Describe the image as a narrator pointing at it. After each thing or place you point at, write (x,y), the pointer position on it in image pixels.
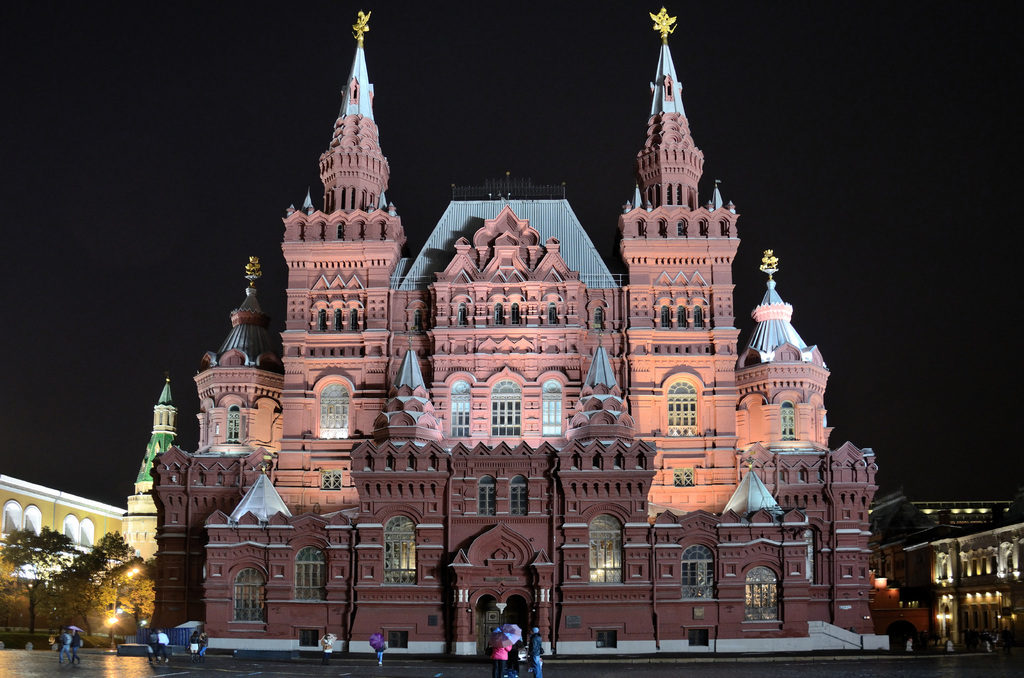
As we can see in the image there are buildings (640,527), lights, few people (154,641) here and there, trees (122,575) and sky (116,108).
